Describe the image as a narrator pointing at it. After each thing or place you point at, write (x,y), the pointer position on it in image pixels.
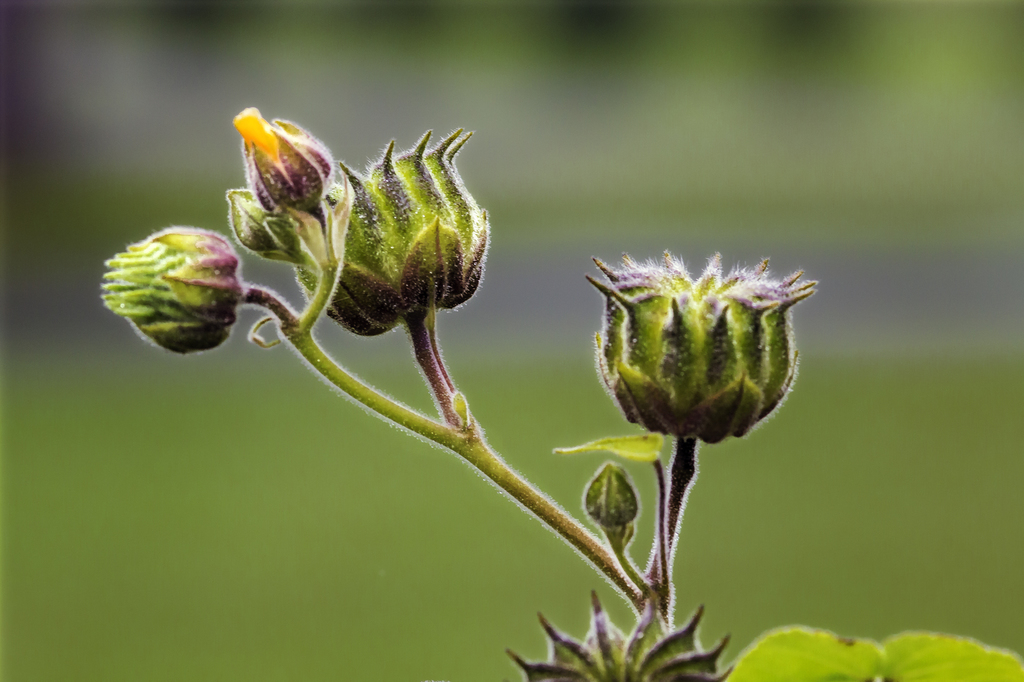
In this image we can see a plant (591,487) with buds (626,412). In the background (27,506) the image is blur.
